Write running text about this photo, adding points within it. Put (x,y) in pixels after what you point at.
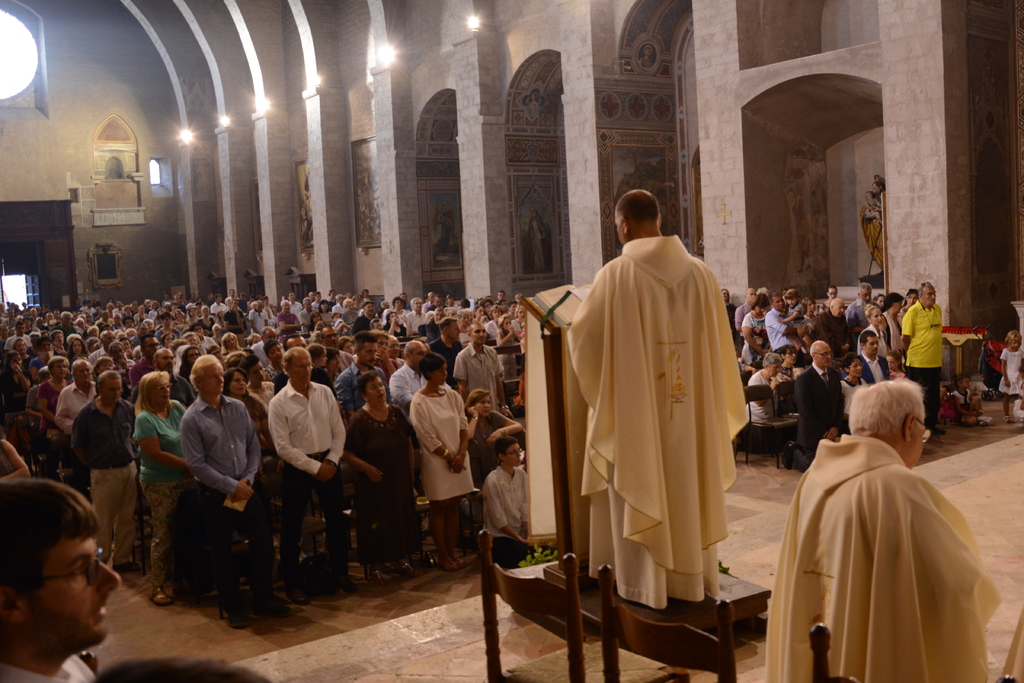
The picture is taken inside a cathedral (999,506). In the foreground of the picture (761,587) there are chairs (540,586), podium (540,354), bible (559,324) and priest (659,448). In the center of the picture (460,323) there are people (316,366) and chairs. In the background (485,20) there are lights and pillars (385,206) and there are sculpture (876,197) and frames (376,183).
